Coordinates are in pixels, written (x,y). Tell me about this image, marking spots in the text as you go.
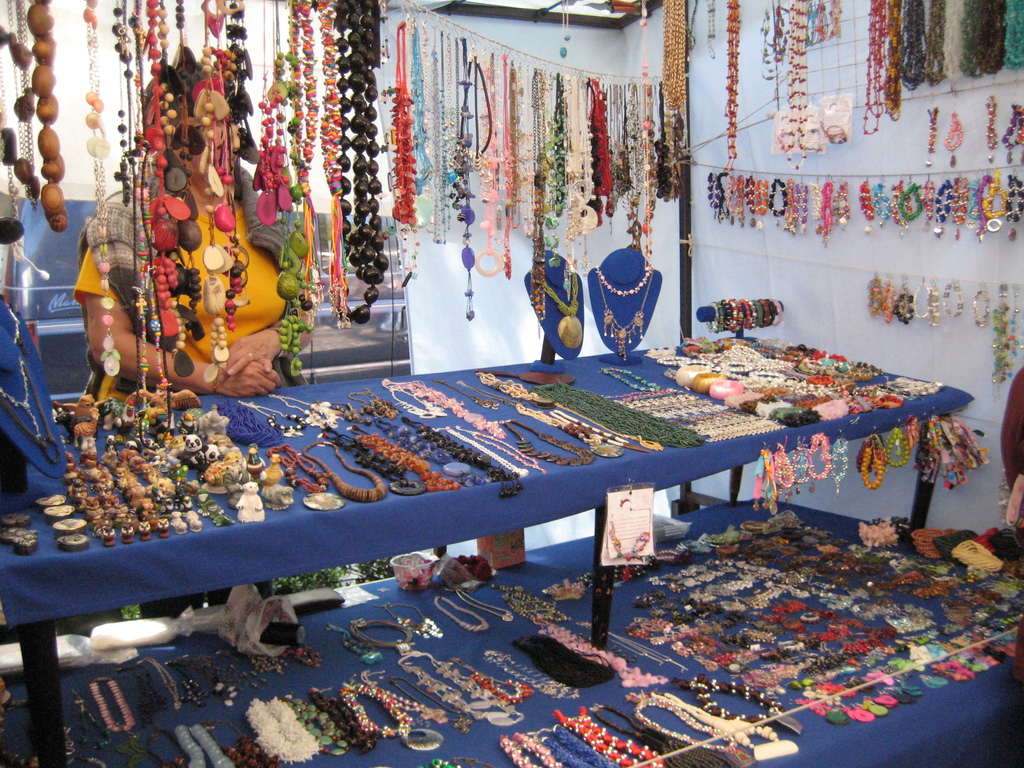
In this image we can see many jewelry (289,323) placed on the tables (672,351) and hanged to the strings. Behind the jewelry (293,237) we can see a woman (254,225) standing on the ground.
